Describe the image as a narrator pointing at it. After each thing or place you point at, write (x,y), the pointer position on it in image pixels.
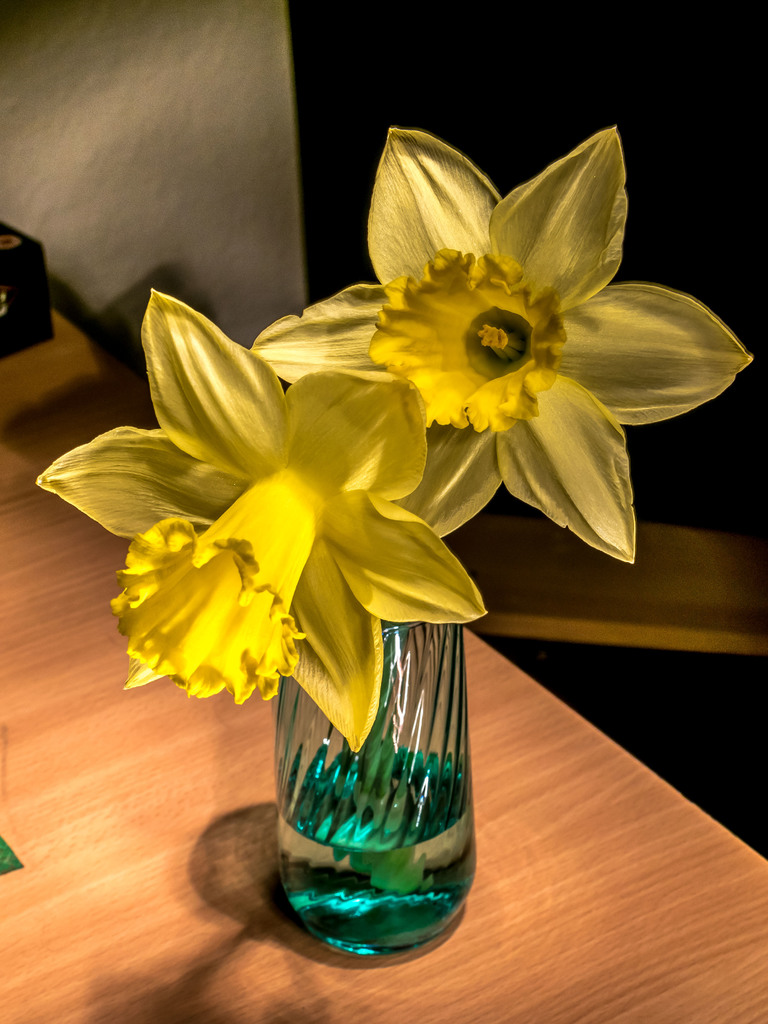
In the center of the image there is a table (277,851). On the table (256,856) we can see a glass (394,751). In glass (410,799) flowers (396,436) are there. In the background of the image (40,188) wall (171,297) is present.
